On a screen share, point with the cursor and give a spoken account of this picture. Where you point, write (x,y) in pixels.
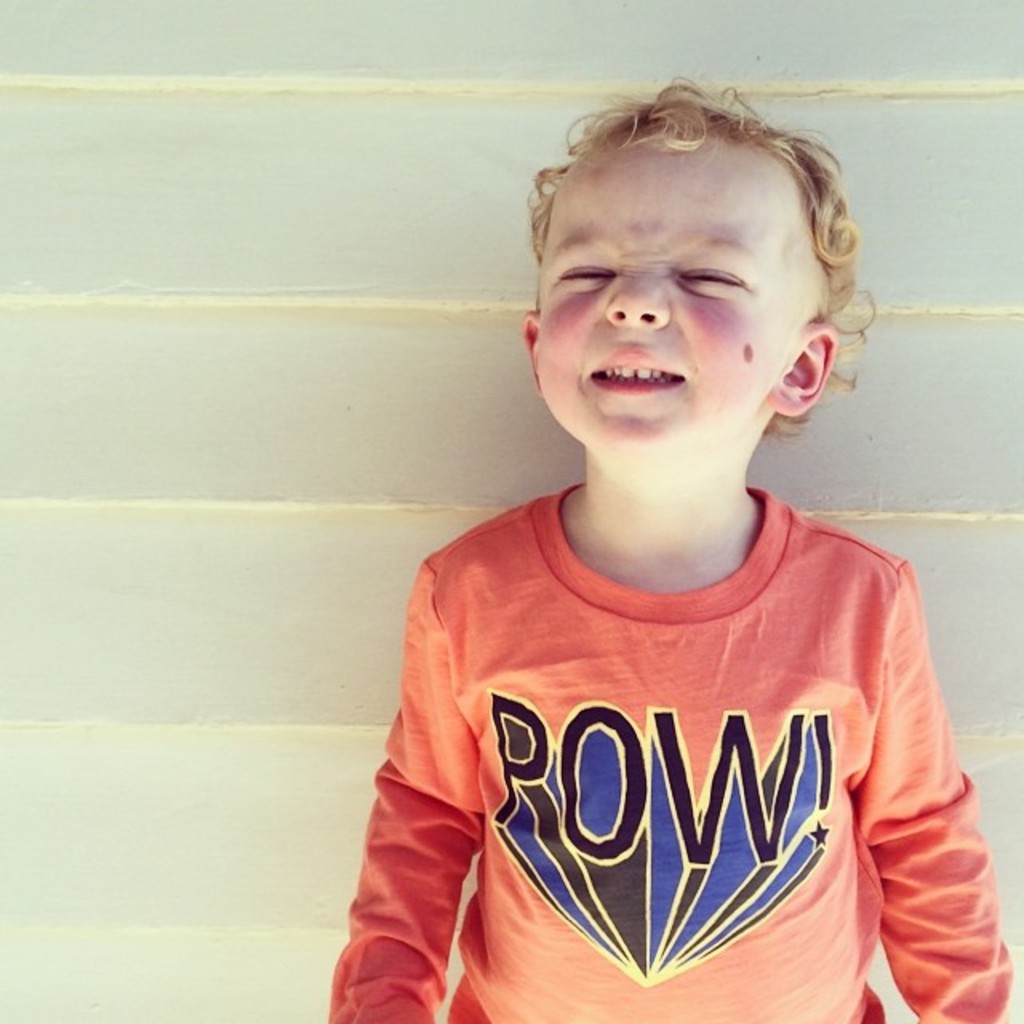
This is a boy (659,802) standing. He wore a T-shirt (546,645). In the background (172,773), that looks like a wall (322,235), which is white in color.
